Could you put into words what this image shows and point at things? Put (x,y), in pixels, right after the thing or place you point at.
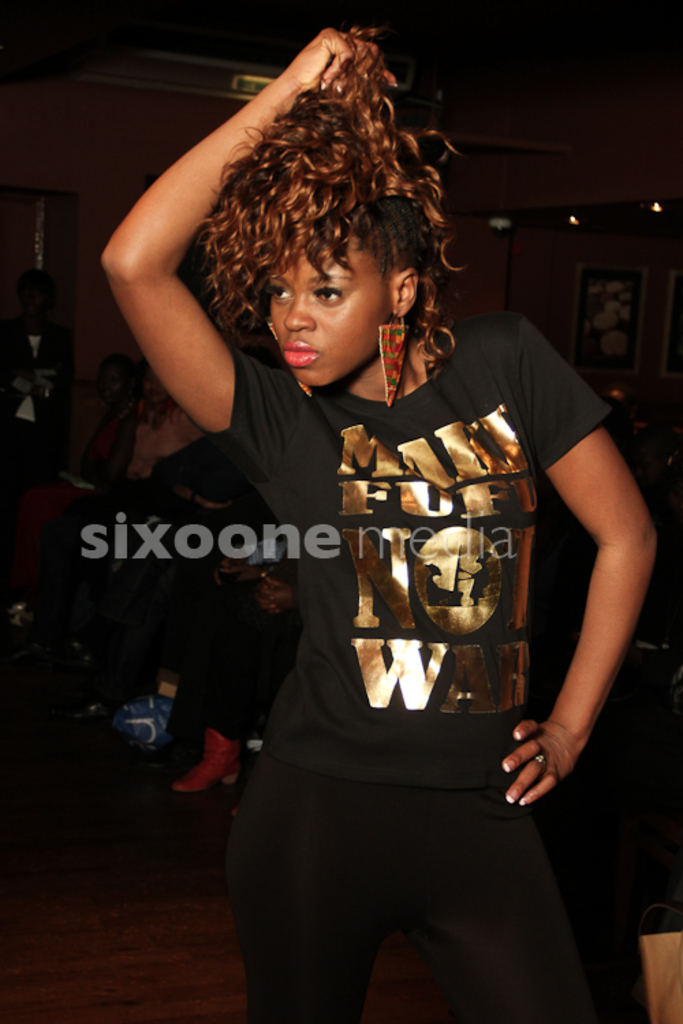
In this image we can see a girl (363,325) wearing black dress (372,853) is standing on the floor (148,928). in the background (212,587), we can see group of people (188,583) sitting, group of photo frames (638,294) and some lights (661,209).
